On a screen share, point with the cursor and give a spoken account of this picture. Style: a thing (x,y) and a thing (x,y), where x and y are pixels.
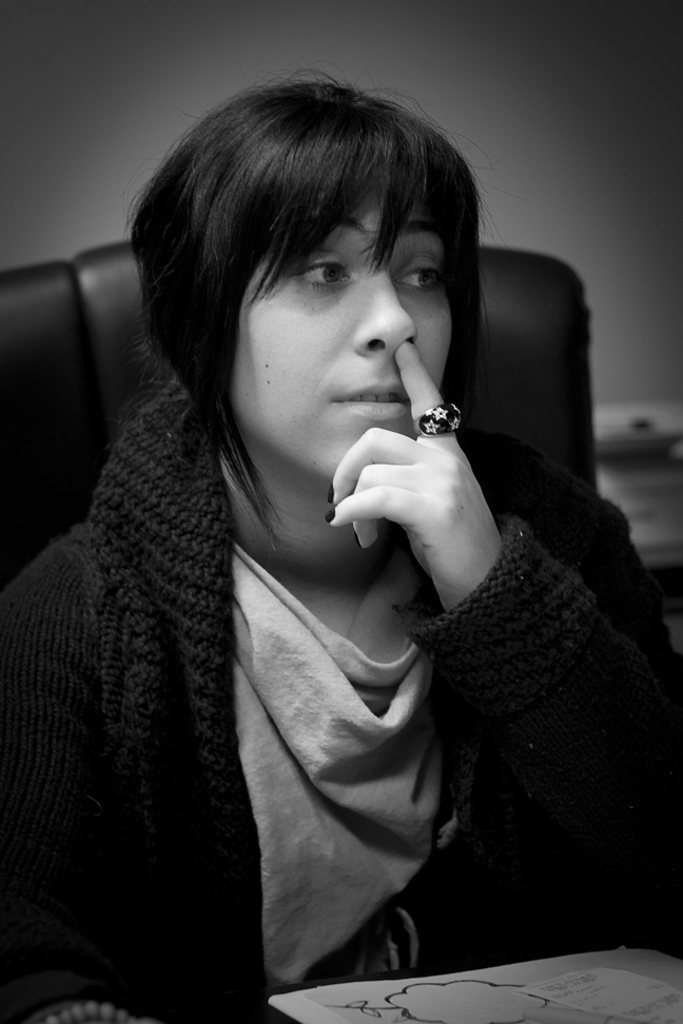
In this image in the center (300,472) there is one woman (325,740) who is sitting on chair (92,394), at the bottom (497,971) there is one book (559,970) and in the background (67,197) there is a wall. On the right side (638,497) there is one object (668,492).
